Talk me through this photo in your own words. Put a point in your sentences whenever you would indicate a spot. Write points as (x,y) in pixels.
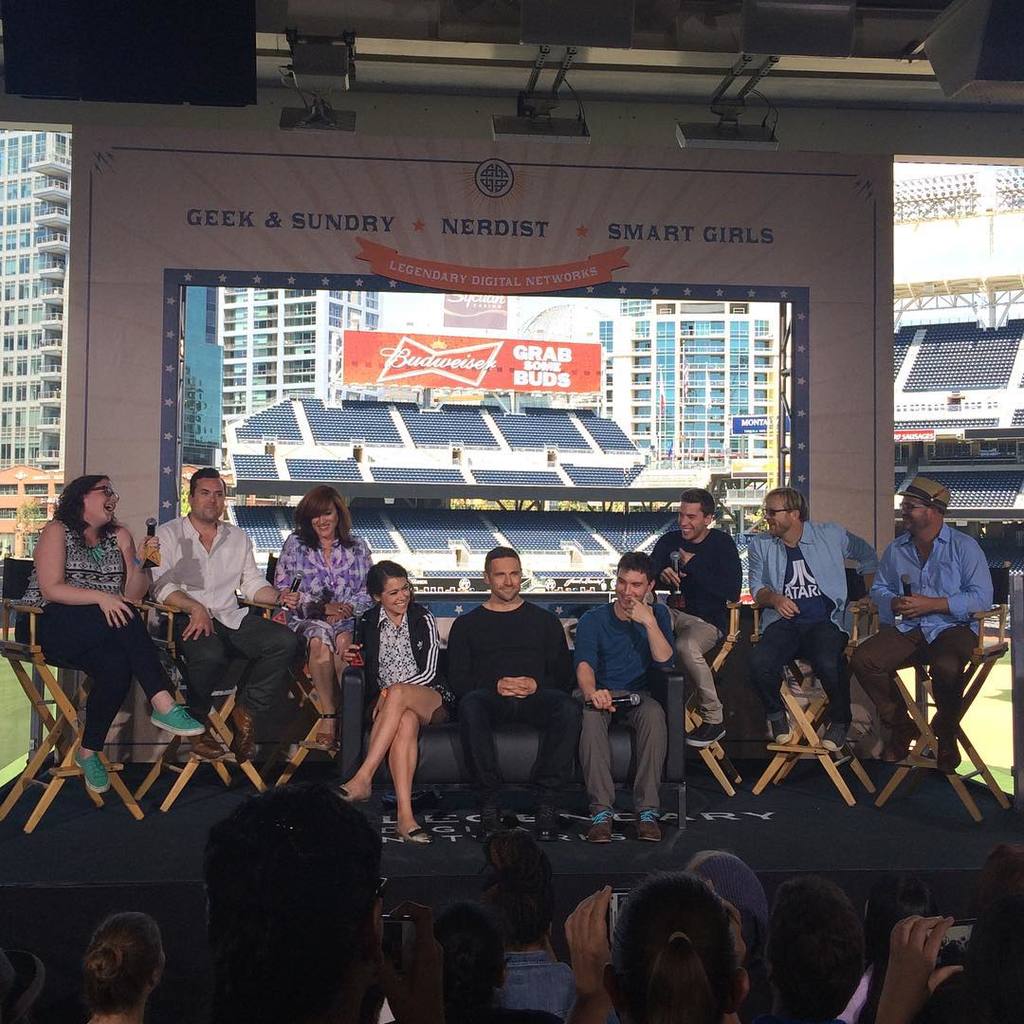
In the image in the center (523,617), we can see a few people (434,617) are sitting and they are smiling, which we can see on their faces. In the bottom of the image (455,954) we can see a few people (726,960) standing and holding phones (399,923). In the background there is a wall (254,150), one banner (95,194) and an open frame (599,407). Through the open frame (636,386), we can see buildings (623,422), banners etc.
